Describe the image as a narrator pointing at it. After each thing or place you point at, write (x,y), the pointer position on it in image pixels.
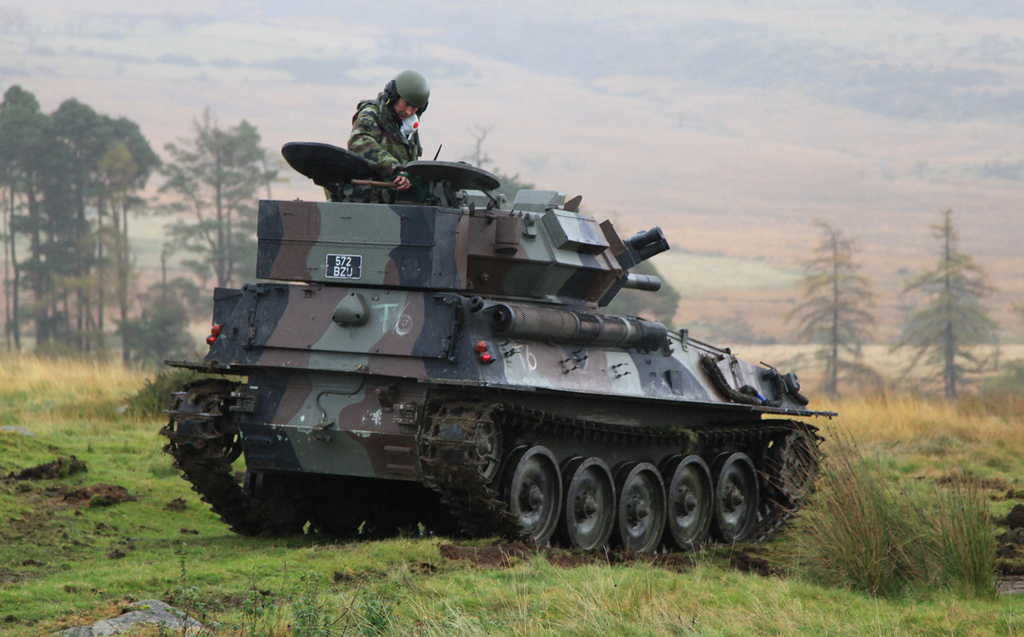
In the picture we can see a tanker (440,370) in which a person (358,141) wearing uniform (382,123) and helmet (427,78) is standing. Here we can see the grass (837,560), plants (847,460), trees (87,284) and the background of the image (93,48) is covered with fog (898,112).
